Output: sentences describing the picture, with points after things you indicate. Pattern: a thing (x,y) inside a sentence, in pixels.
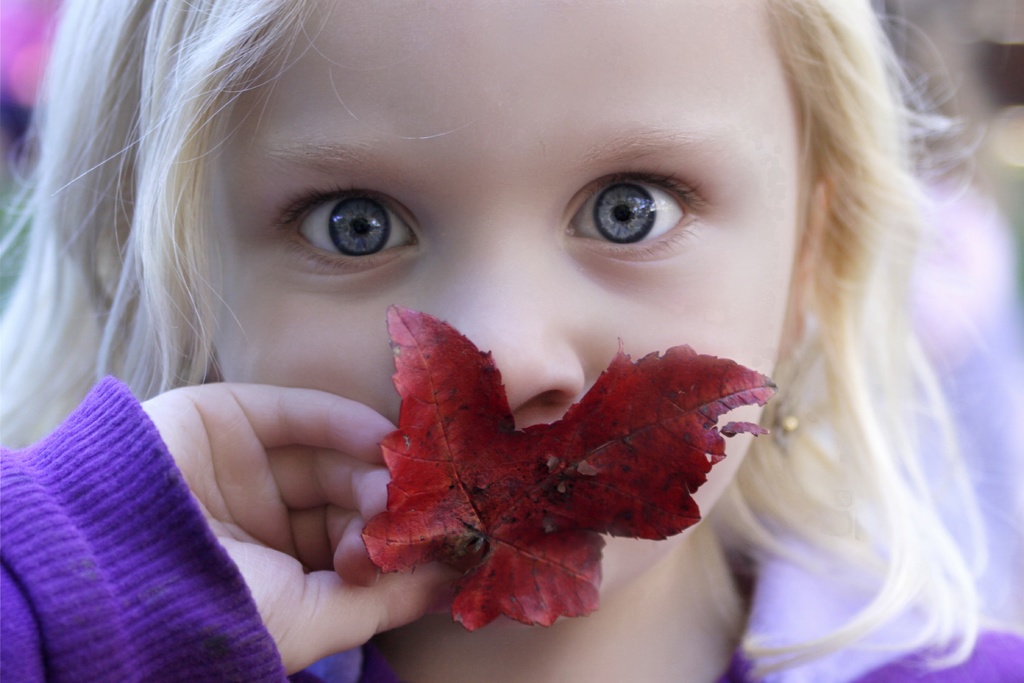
In this image, we can see a girl (127,487) is watching and holding a leaf (538,497). Background (1016,201) there is a blur view.
